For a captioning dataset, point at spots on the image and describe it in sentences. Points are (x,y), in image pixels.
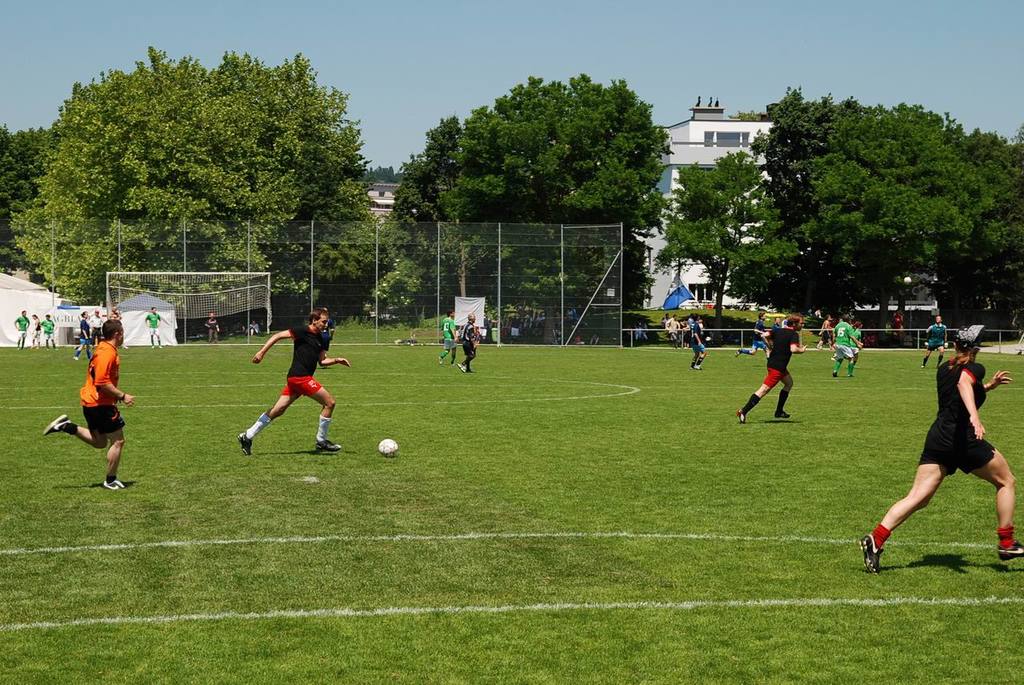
In the center of the image (350,362) we can see people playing football. In the background (276,278) there is a net (207,300), fence (380,325), trees (469,279), buildings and sky (399,95).
